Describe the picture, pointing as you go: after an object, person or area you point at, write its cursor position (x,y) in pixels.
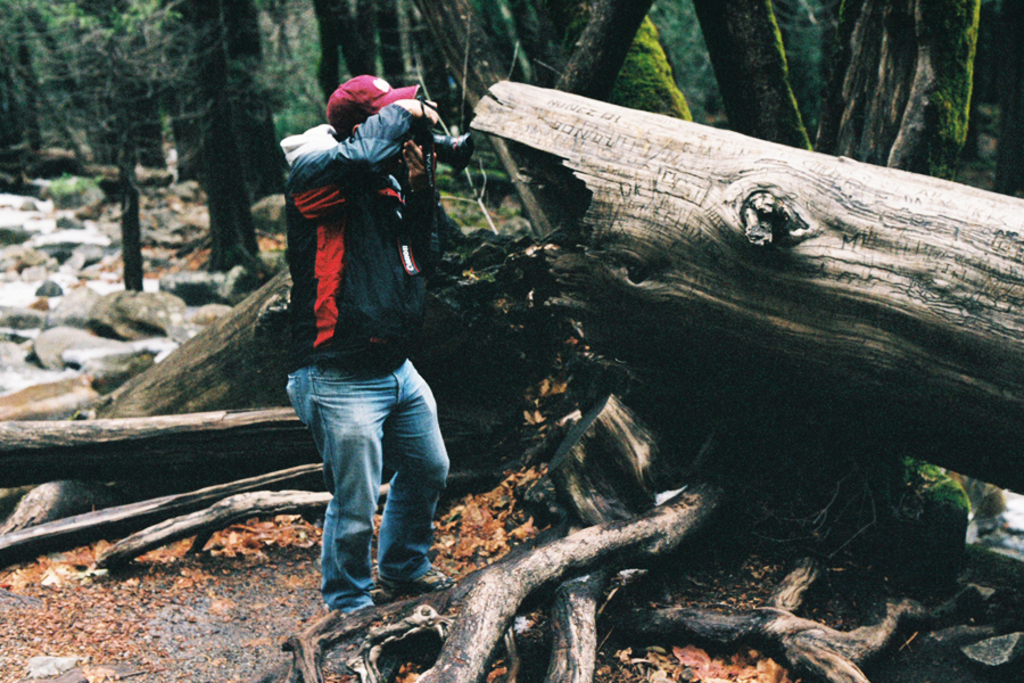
In this image we can see a man (379,569) standing and capturing the photographs with a camera (455,153). We can also see the trees (795,33) and we can see some fallen barks (690,388) of the trees (818,38). Image also consists of rocks (112,366).
